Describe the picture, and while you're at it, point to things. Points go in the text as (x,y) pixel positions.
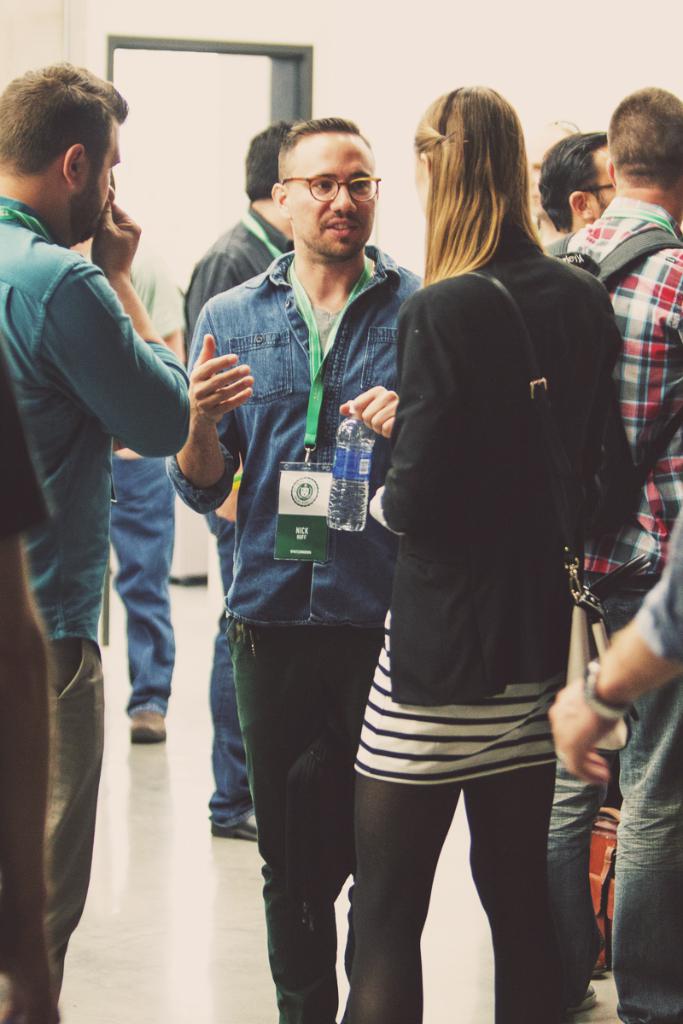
In this image, we can see people (37,167) and some are wearing id cards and there is a person (268,485) holding a bottle (360,453) and we can see a man (625,303) wearing a bag (606,282). In the background (412,67), there is a wall (350,53). At the bottom (151,957), there is a floor (177,941).
